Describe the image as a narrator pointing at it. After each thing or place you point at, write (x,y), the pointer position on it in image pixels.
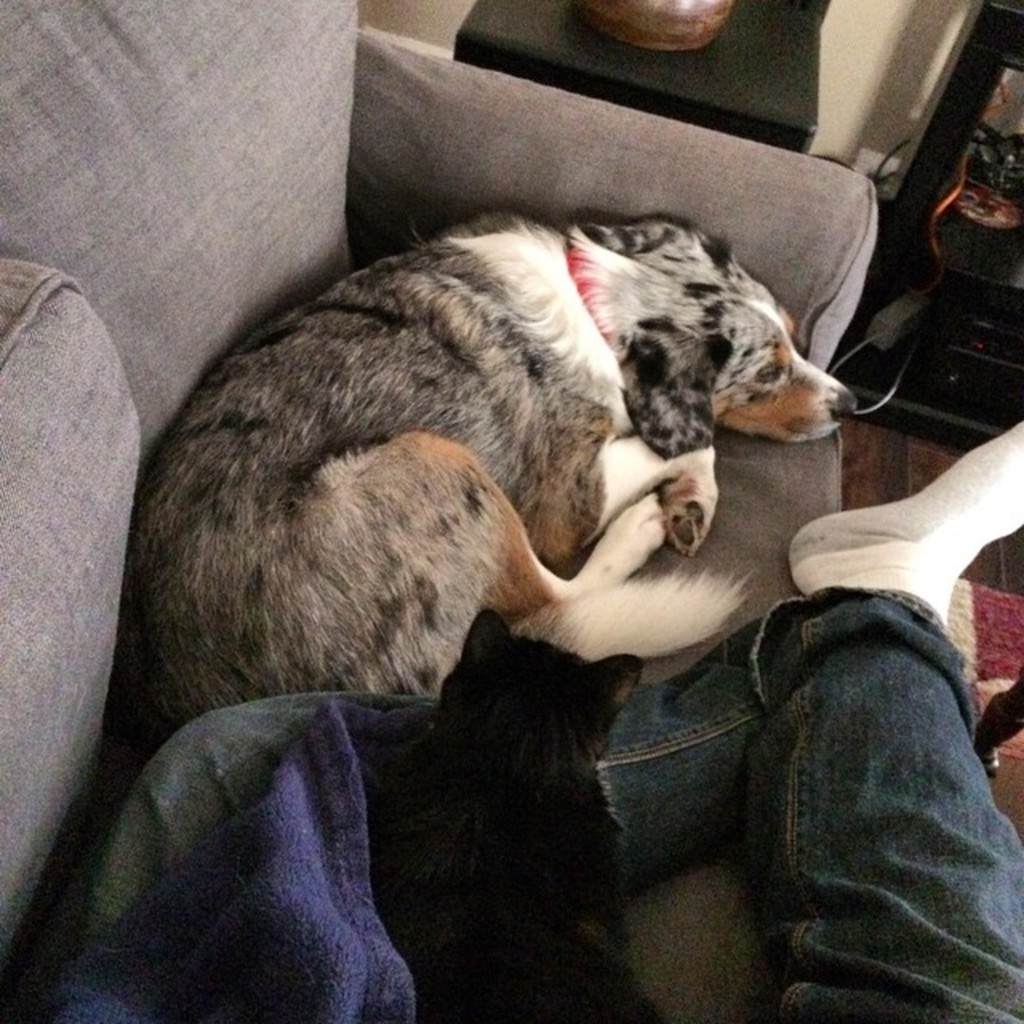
There is a sofa (383,99) and there is a cat (498,761) and a dog (470,378) laying on a sofa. The cat (444,873) is laying on the leg (675,737) of a person (641,796) and beside the sofa (809,501) there is a table (733,122). In the background (893,65) there is a wall (900,77).
